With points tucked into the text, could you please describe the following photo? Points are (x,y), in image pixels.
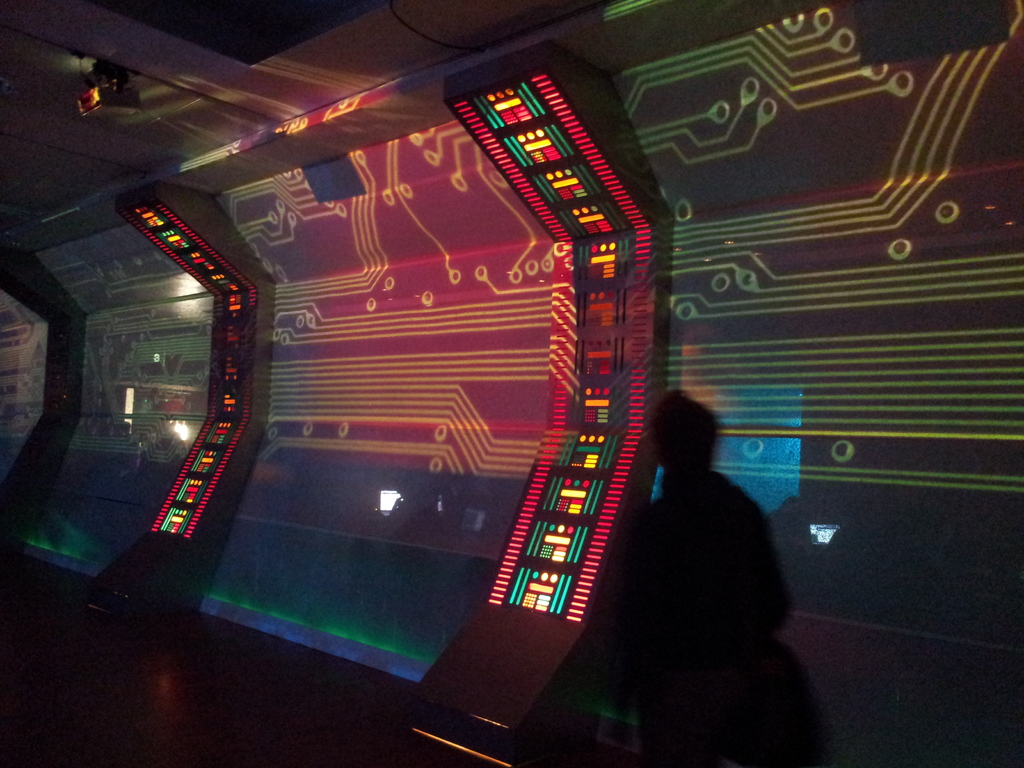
In this image there is a person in the foreground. There is a screen (648,79) in the background (943,413). There is a floor (1,762) at the bottom (9,706). And there is a light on roof (43,3) at the top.
